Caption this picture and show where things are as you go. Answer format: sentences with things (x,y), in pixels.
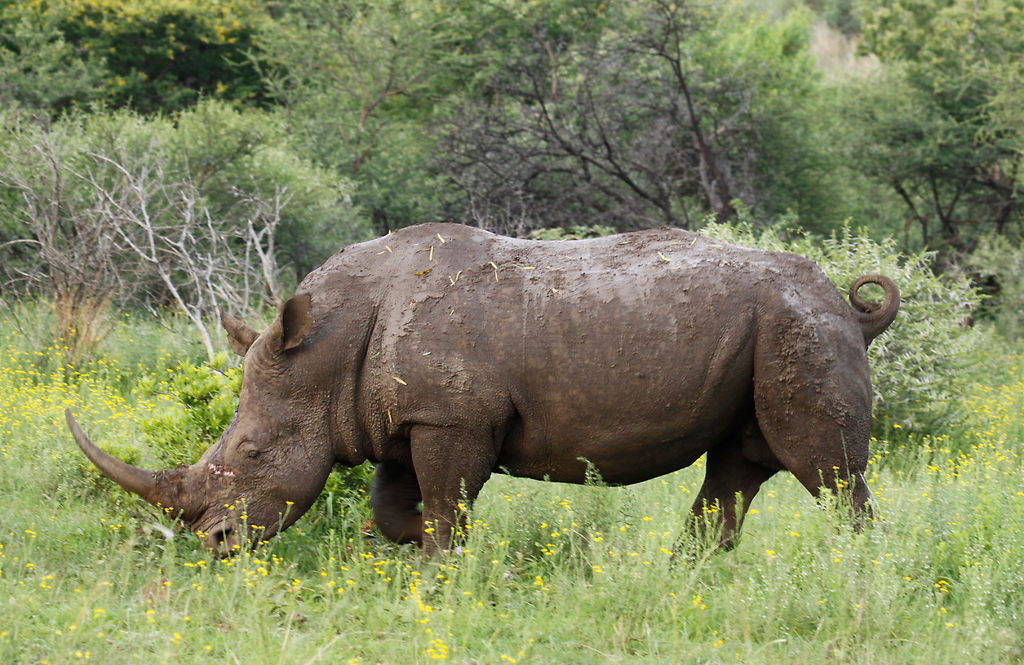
In the picture i can see rhinoceros (367,393) which is walking and in the background (495,163) there are some trees (442,163).
